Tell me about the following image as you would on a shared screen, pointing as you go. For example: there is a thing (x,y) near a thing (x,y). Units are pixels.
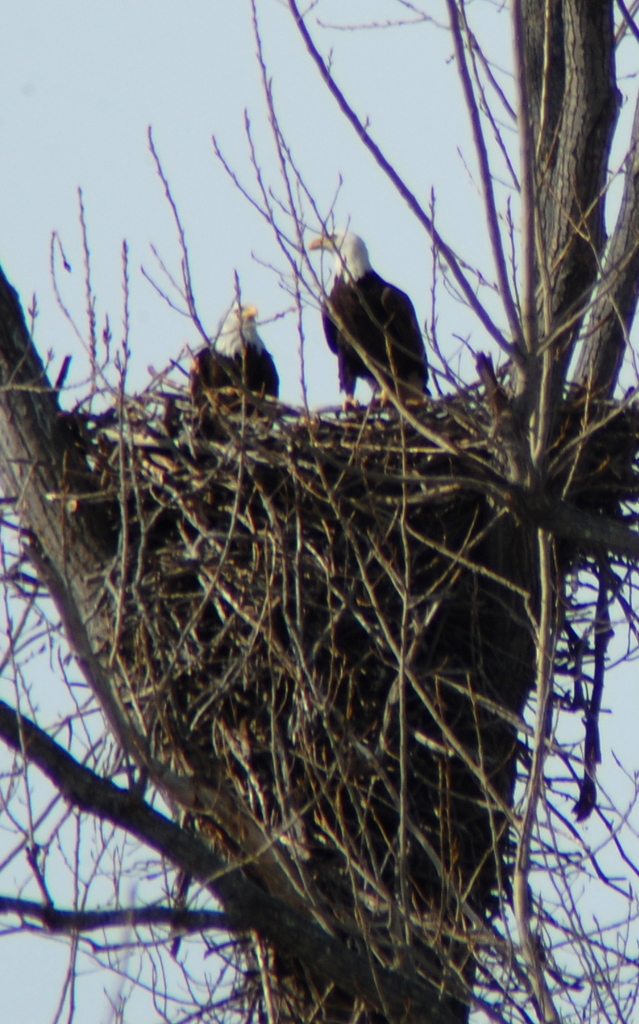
In the center of the image (271,379) we can see two birds (237,338) are present on the nest (262,448). In the background of the image (405,986) we can see the twigs (349,745), dry tree (8,416) and sky (18,949).
